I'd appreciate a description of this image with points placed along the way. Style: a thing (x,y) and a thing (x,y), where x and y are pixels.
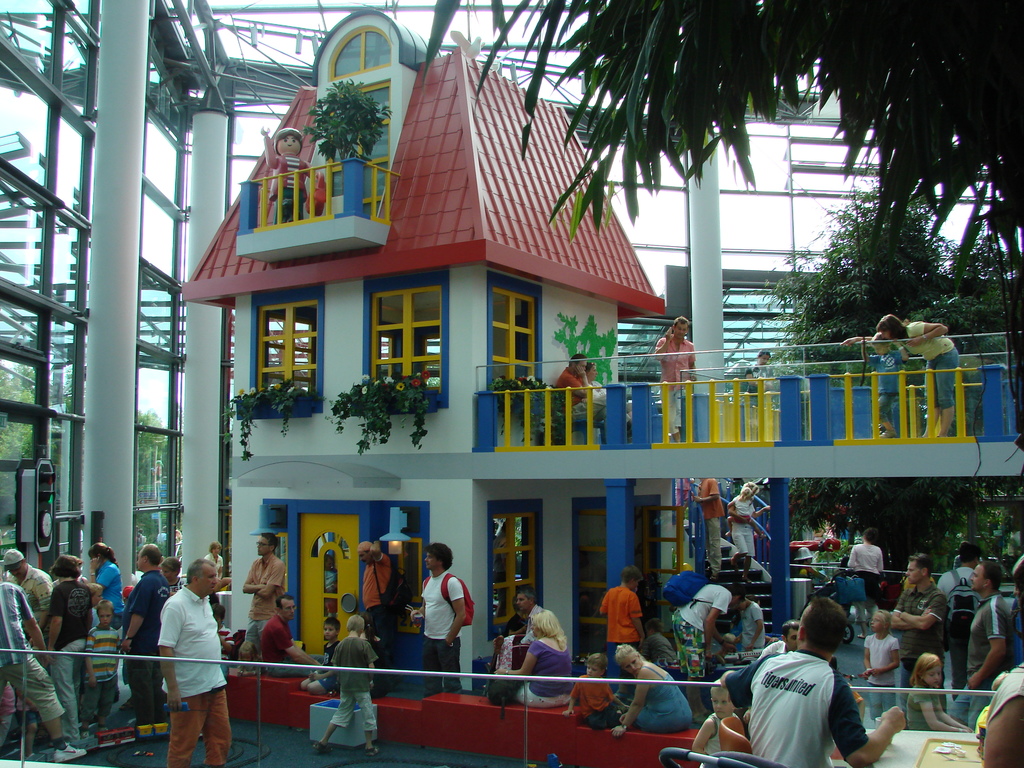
Here I can see a building (293,300) and pillars (718,253). At the bottom (57,626) a crowd of people (459,656) standing on the floor (395,765). On the right side (921,184) there are some trees (852,66) and also I can see few people (582,378) behind the railing (655,371). On the left side (44,275) there is a glass (63,492) through which we can see the outside view (3,442).
